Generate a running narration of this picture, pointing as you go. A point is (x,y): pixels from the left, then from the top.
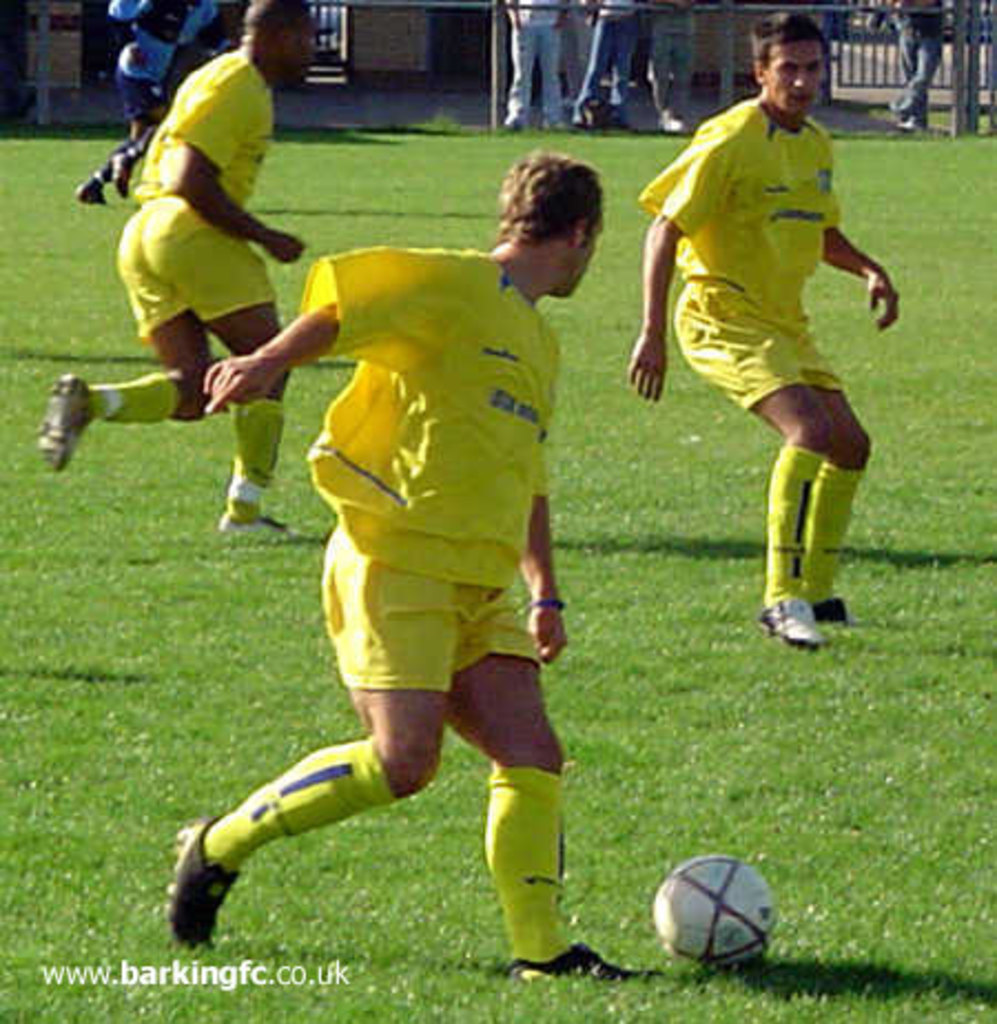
In the image there are players (705,334) running on the ground (181,802). On the ground (356,908) there is grass (812,895) and also there is a ball (679,934). In the background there are few people (622,13) standing behind the railing (959,10). And there are few things (63,32) in the background (414,0). In the bottom left corner of the image (120,970) there is text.
